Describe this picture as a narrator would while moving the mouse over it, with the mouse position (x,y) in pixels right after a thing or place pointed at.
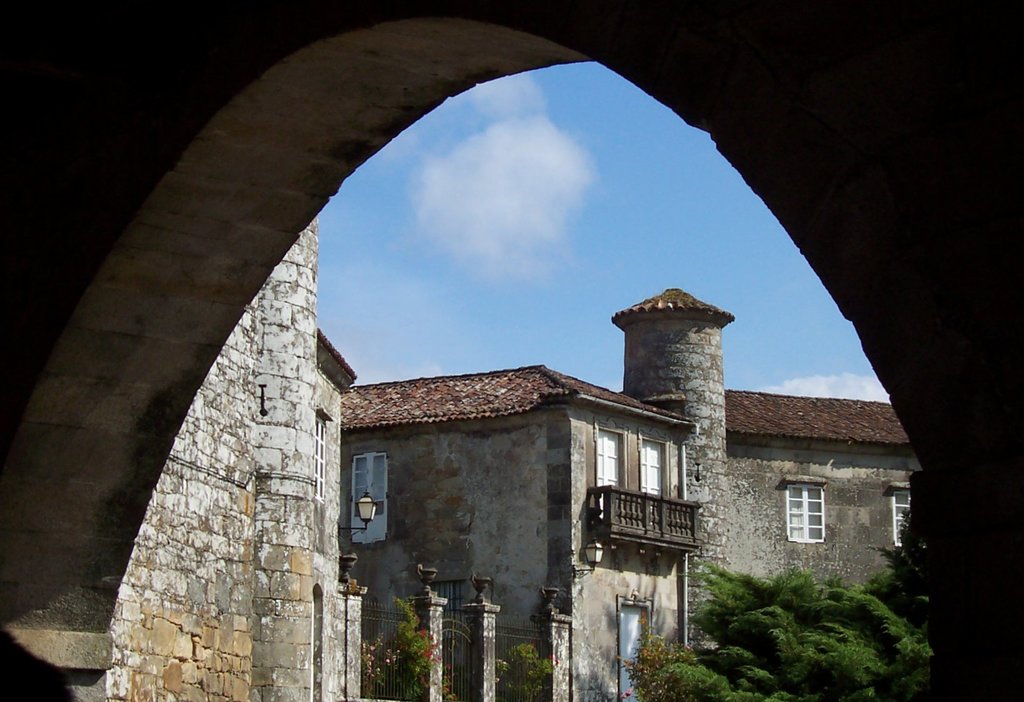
In this image, we can see few buildings (622,623) with wall (323,523), window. Here we can see railing (617,518), pillars (562,666), door (636,612). At the bottom (885,632), there are so many trees (856,650) we can see. Background (758,239) there is a sky (573,260).
